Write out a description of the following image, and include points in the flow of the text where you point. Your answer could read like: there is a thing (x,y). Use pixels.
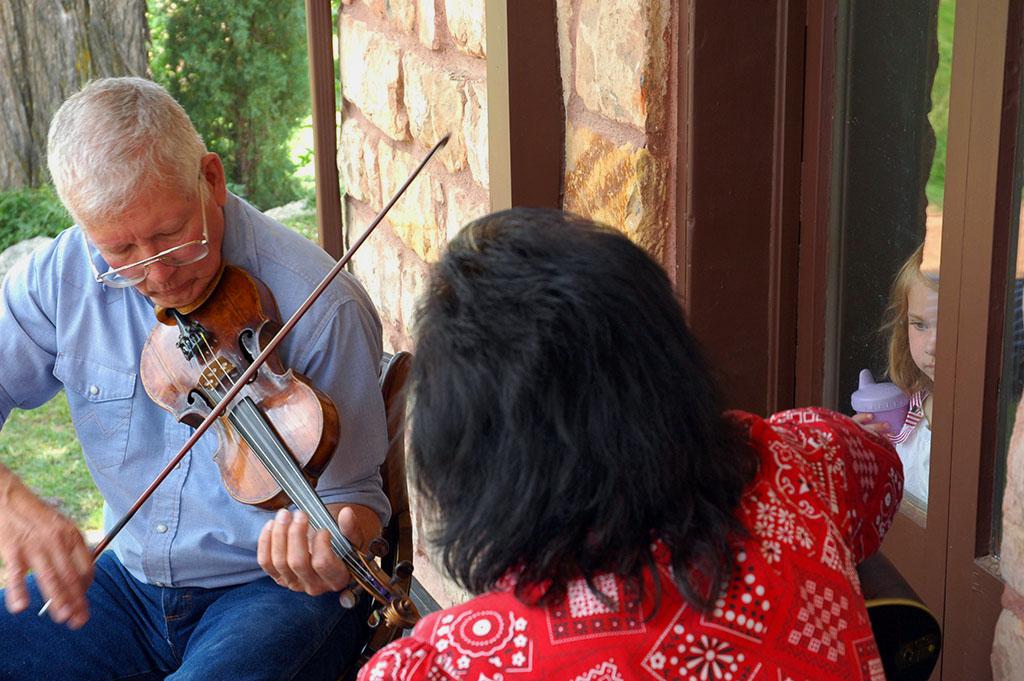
In this picture a guy (153,208) is playing violin (236,350) and a lady (508,450) is observing him, in the background (906,257) there is a glass window (904,221) and to the another side there is a small kid (916,339).
